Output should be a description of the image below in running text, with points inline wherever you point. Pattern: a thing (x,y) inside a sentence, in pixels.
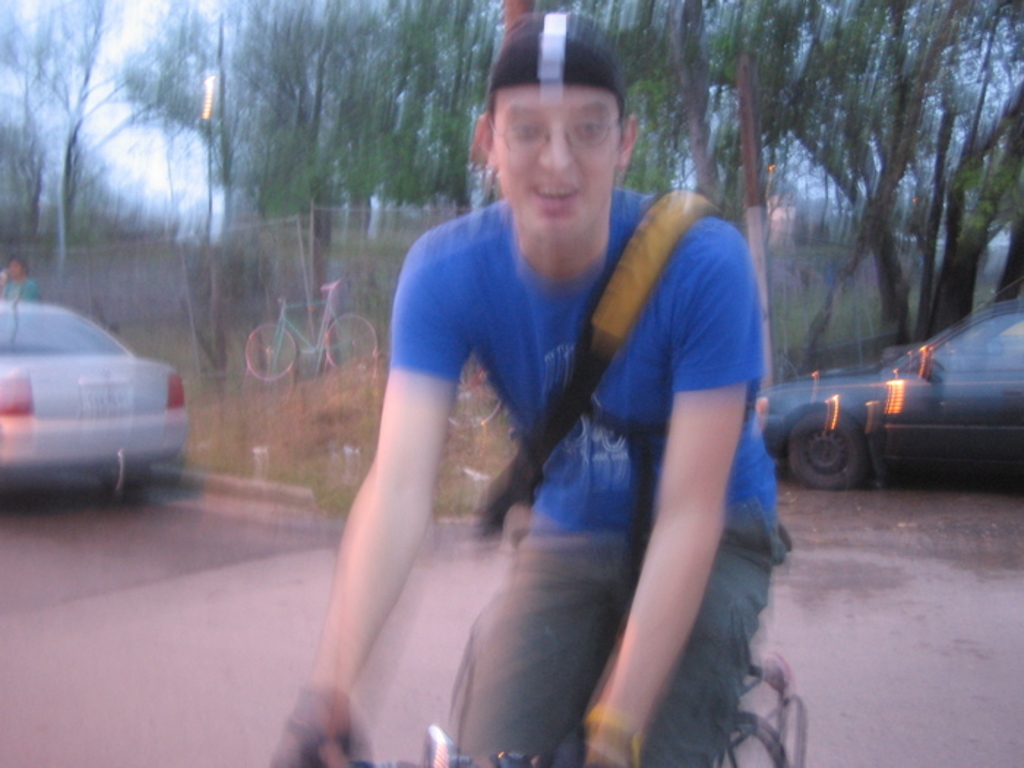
In the image we can see there is a man (580,296) who is sitting on bicycle (760,702) and at the back (84,409) there are cars (84,409) parked on the road (811,681) and the image is little blurry.
